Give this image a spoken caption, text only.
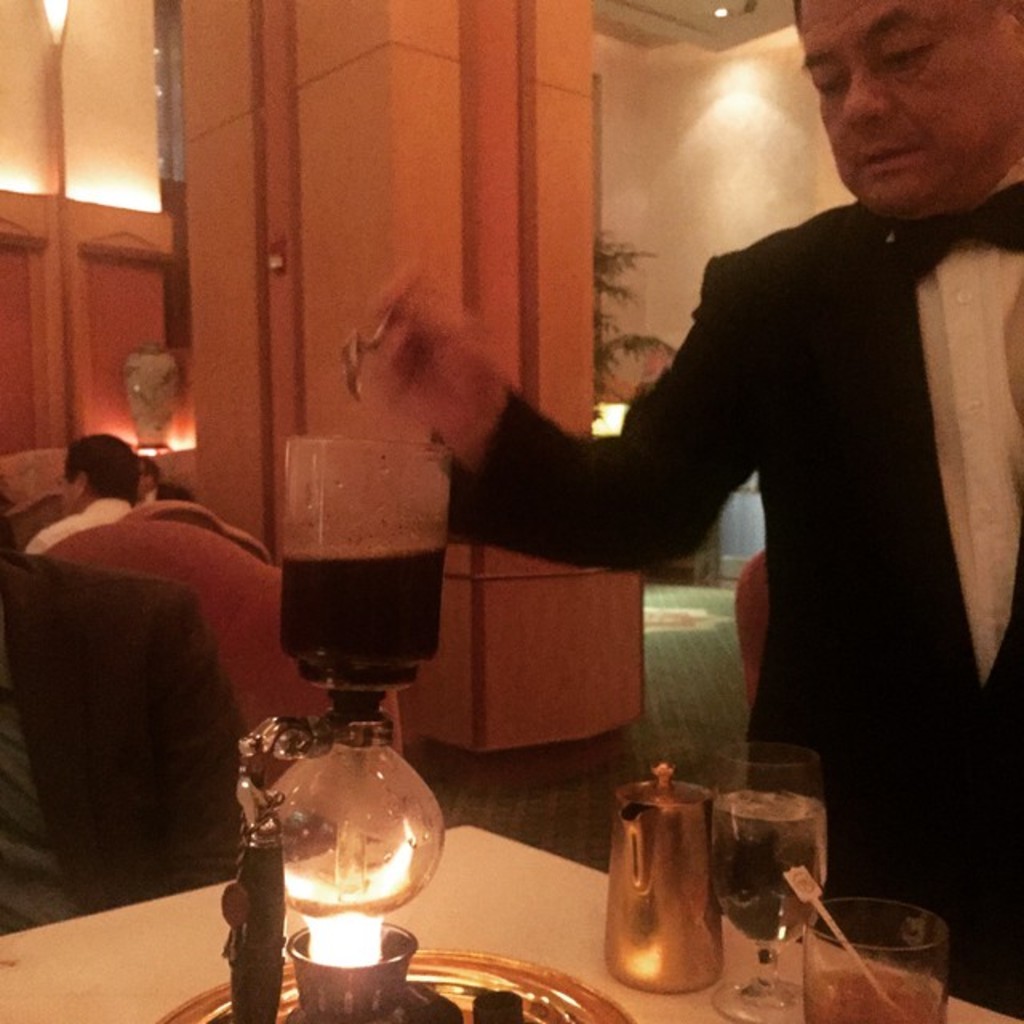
In this image i can see a person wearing black color suit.
